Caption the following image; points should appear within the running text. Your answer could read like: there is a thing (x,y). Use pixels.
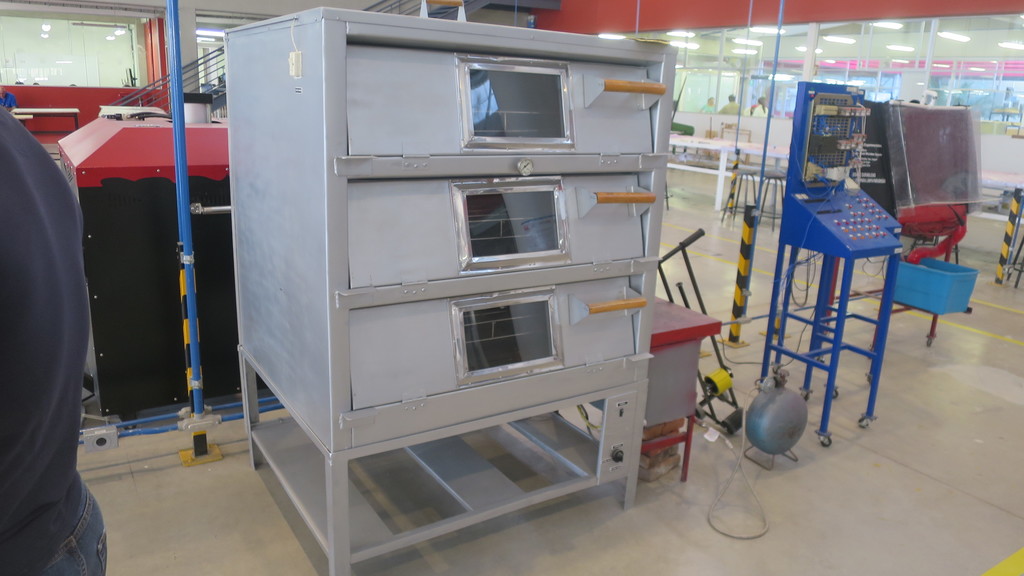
In the image there are many electrical equipment (378,322) and metal racks (515,160) in the front (804,179), it seems to be a person (43,299) standing on the left side (64,546), on the right side (852,61) background (949,53) there is glass wall (735,65) with few people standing behind it, this is clicked inside a lab (750,564).
